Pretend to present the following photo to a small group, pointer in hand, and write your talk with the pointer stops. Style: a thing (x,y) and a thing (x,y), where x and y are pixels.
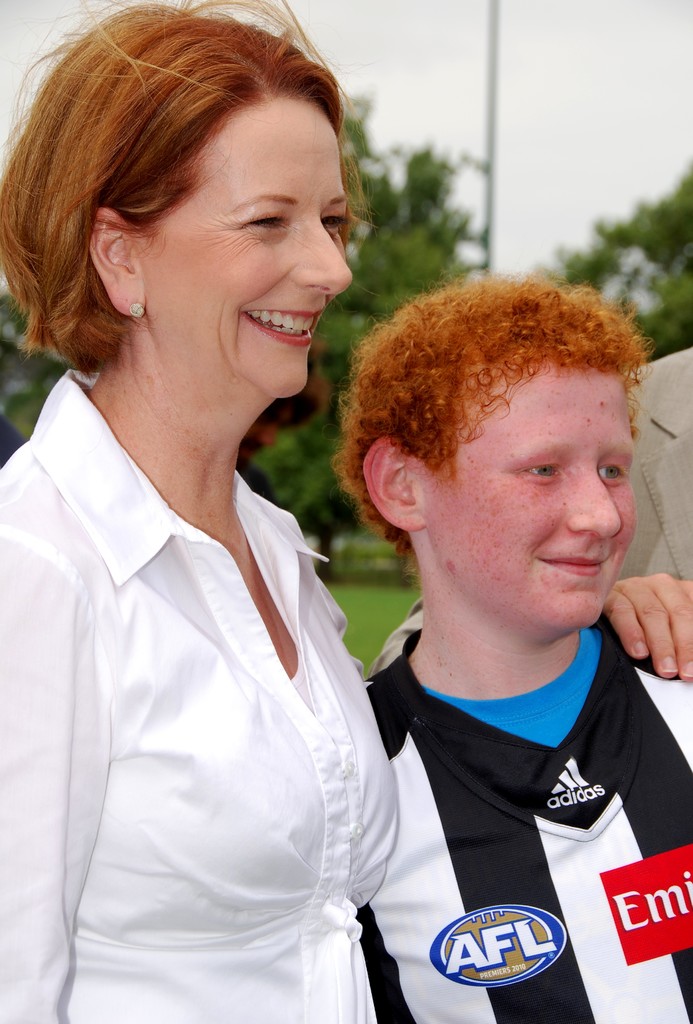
Here I can see two person (176,734) facing towards the right side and smiling. On the right side (665,475) there is another person (664,415). In the background (382,268) there are some trees (417,211). At the top of the image (567,57) I can see the sky (566,92).
